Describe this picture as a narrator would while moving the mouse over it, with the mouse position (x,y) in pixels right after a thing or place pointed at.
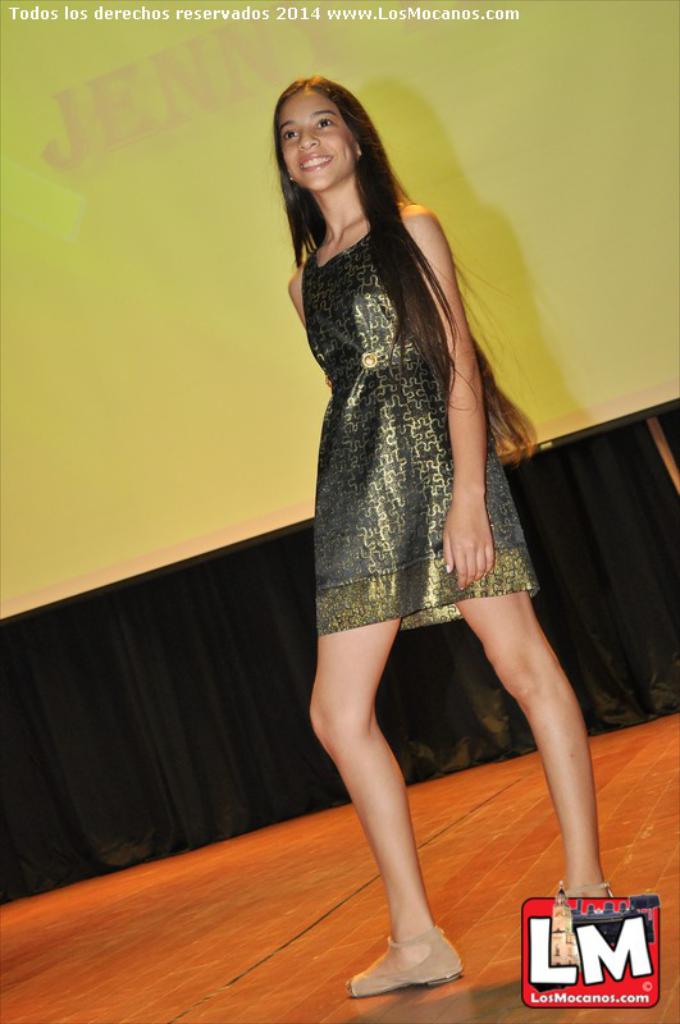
In this image we can see a lady person (320,312) wearing green color dress (398,423) standing on stage (292,1017) and in the background of the image (288,301) there is yellow and black color curtain (292,458).
